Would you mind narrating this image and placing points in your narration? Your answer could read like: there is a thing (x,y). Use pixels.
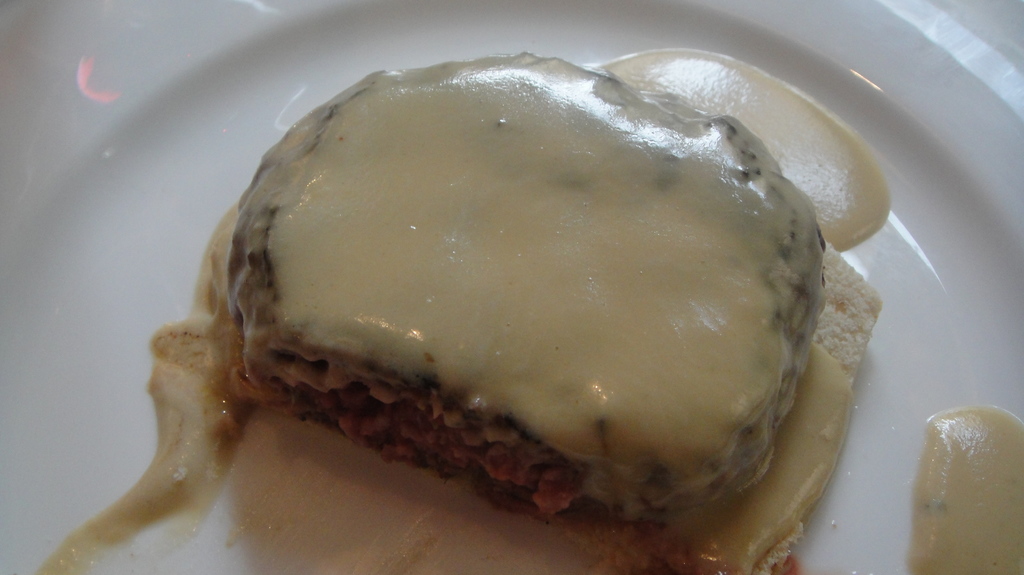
In this image I can see the plate (139,16) with food (321,289). The plate (151,179) is in white color and the food (653,280) is in cream and brown color.
